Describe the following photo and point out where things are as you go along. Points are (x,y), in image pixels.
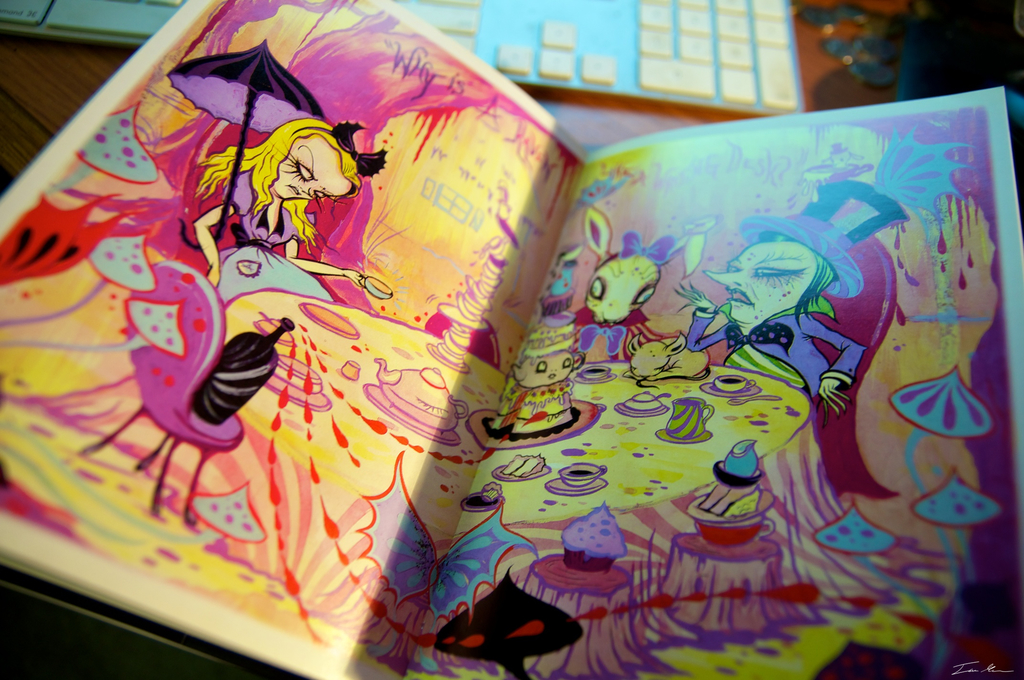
In this image there is an open book (465,367) with some cartoons (480,361) in it, behind the book (392,78) there is a keyboard (711,90).
